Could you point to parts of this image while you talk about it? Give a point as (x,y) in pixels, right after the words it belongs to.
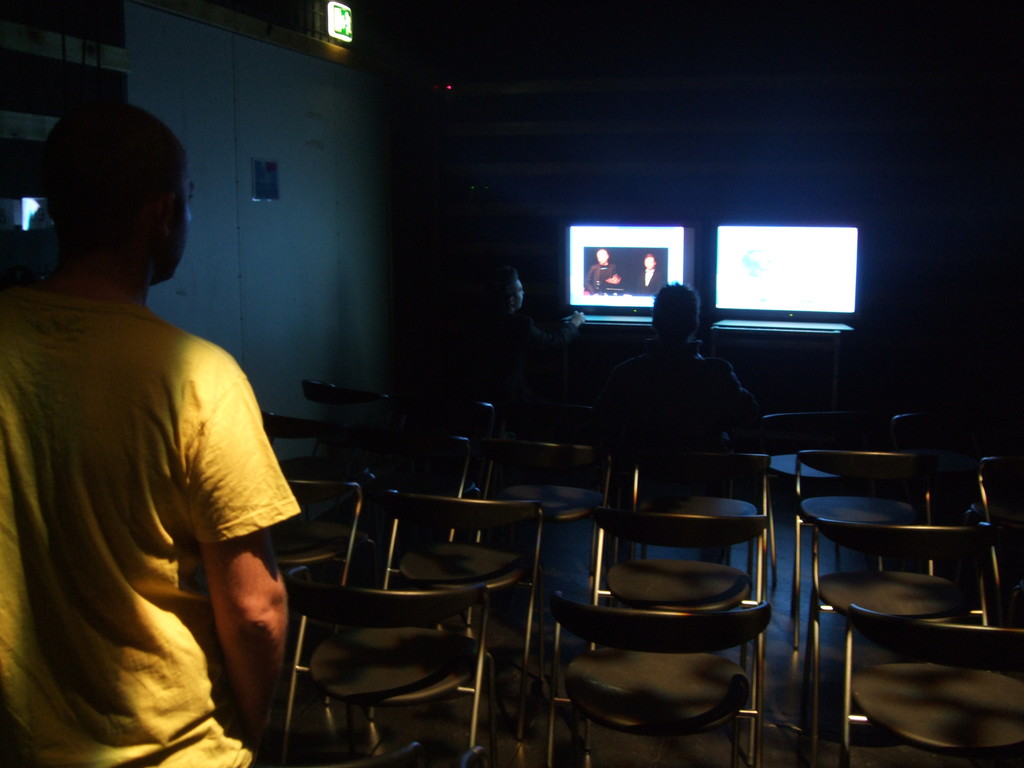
In this image I can see few people (83,196), televisions (596,237) and number of chairs (638,472).
